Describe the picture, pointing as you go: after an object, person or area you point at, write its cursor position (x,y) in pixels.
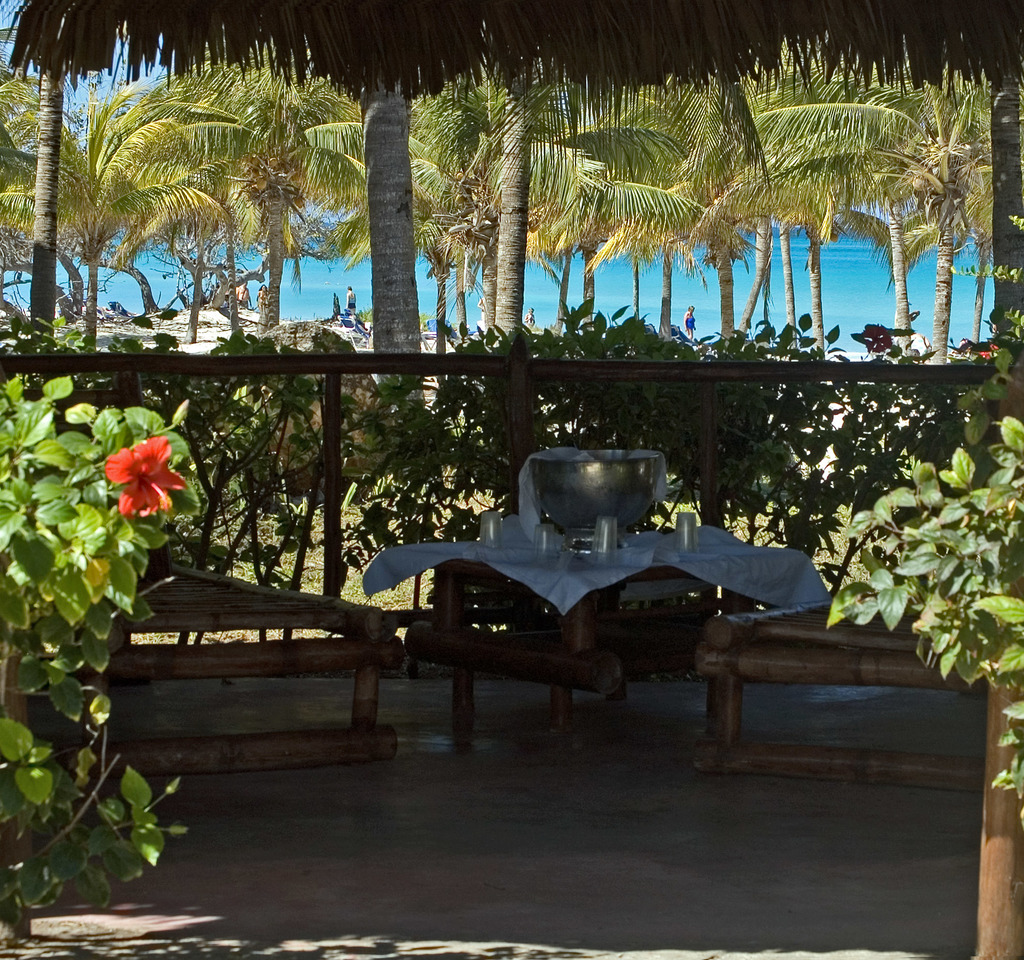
In this image there is a table (599,606). On the table (586,620) there is a bowl (630,497) and glasses (606,532), on the either sides of the table (637,532) there are wooden chairs (847,683), behind the table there is a railing (331,472). On the right (913,547) and left side of the image (86,592) there are plants (876,574) and flowers (172,471). In the background (305,259) there are plants (545,340), trees (720,217), sea (312,248) and few people (533,318) are walking.
